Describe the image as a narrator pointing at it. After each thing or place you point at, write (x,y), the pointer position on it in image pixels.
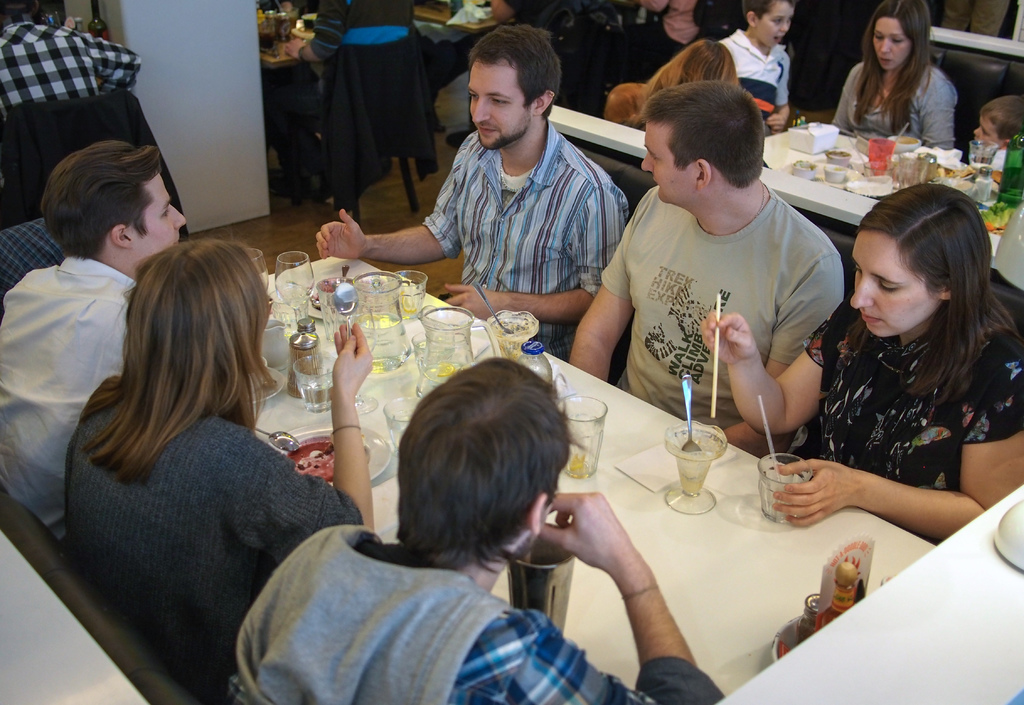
In this picture we can see a group of people (491,66) some are sitting on chair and talking and in front of them there is a table (407,372) and on table (632,426) we can see jars (389,316), glasses (297,275), bottle (542,375), spoon (686,406) and where woman (848,364) is holding chop stick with her hand (723,350) and in background (893,56) we can see some more persons (735,39) and here it is a pillar (216,81).
